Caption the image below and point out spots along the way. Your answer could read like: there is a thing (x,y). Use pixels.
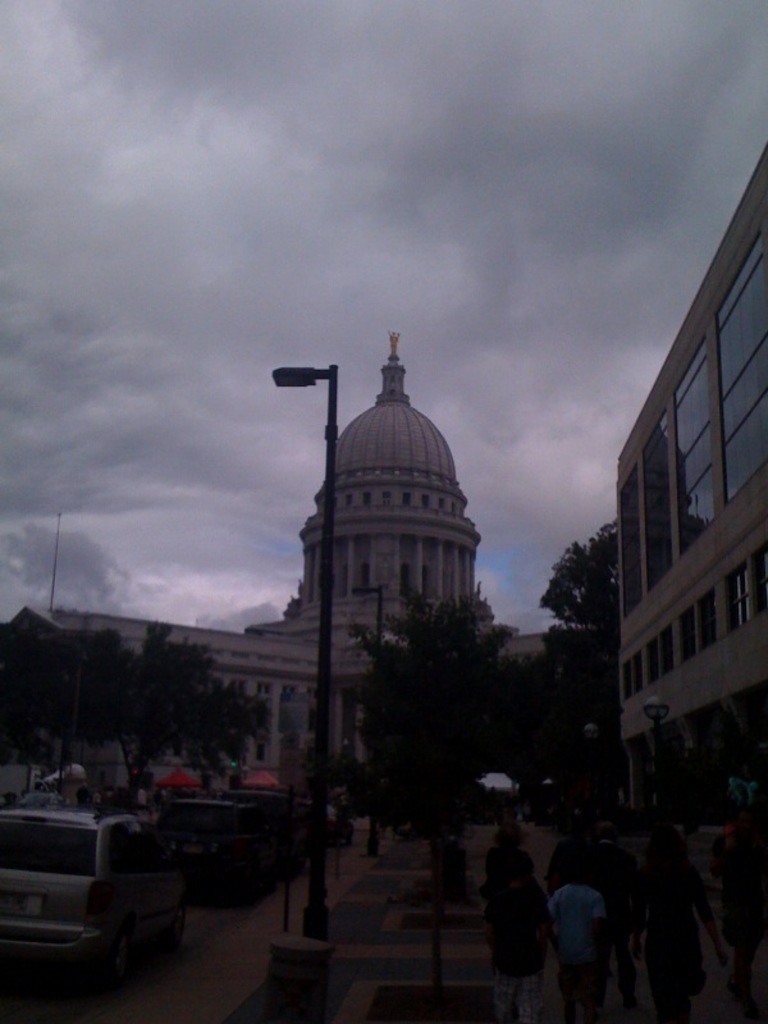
In this image I can see few vehicles (169,907), light poles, trees (423,754), buildings (408,445) in cream and white color and the sky (346,236) is in white and gray color.
